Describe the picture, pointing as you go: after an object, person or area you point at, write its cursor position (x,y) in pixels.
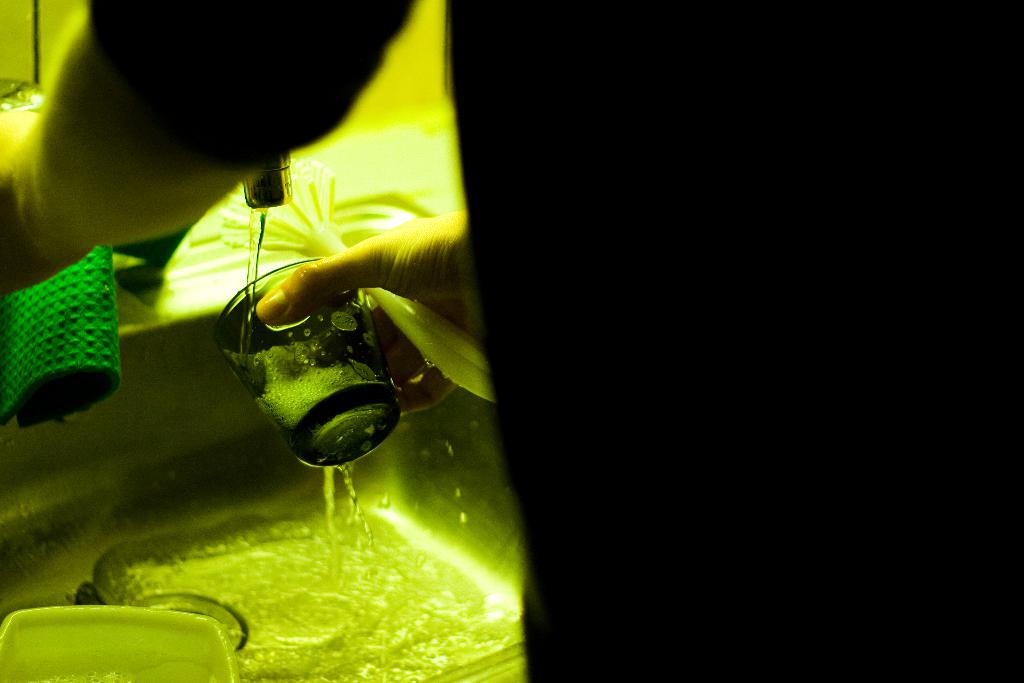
In this picture we can observe a person (638,192) standing in front of a sink (186,316) and a tap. This person (229,95) is washing glass (295,354) with water (260,247). We can observe white color bowl (115,614) in the sink (360,616).
